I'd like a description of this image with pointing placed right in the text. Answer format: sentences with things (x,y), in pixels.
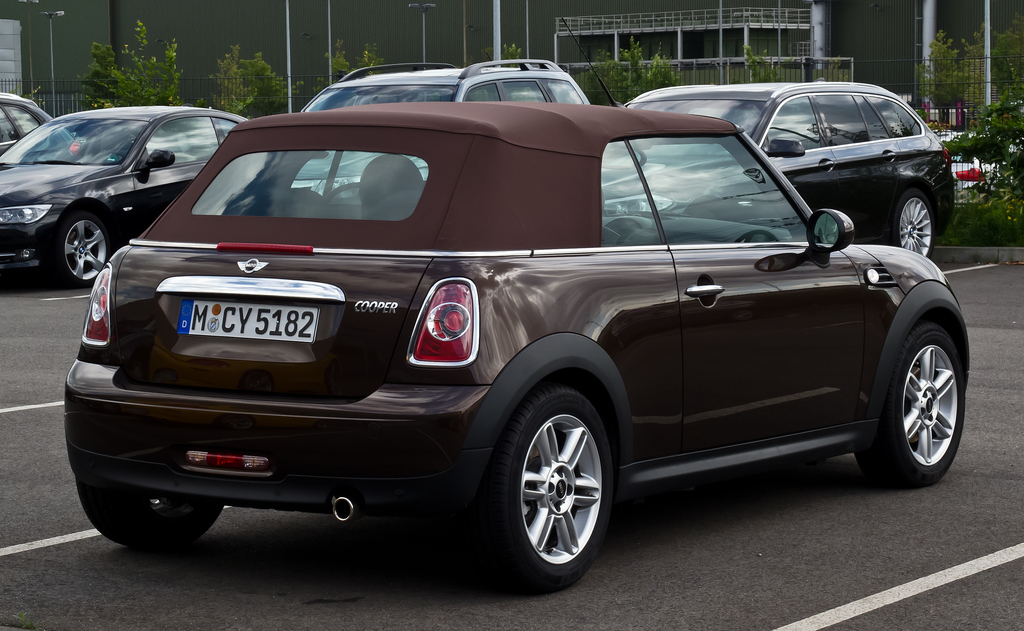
In this picture I can see there is a car (434,466) parked at the centre (681,400) and in the backdrop (496,79), there are few more cars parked and there is a fence (301,100), plants (150,95), poles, trees (339,53) and there is a building (311,48) in the backdrop (324,55).
